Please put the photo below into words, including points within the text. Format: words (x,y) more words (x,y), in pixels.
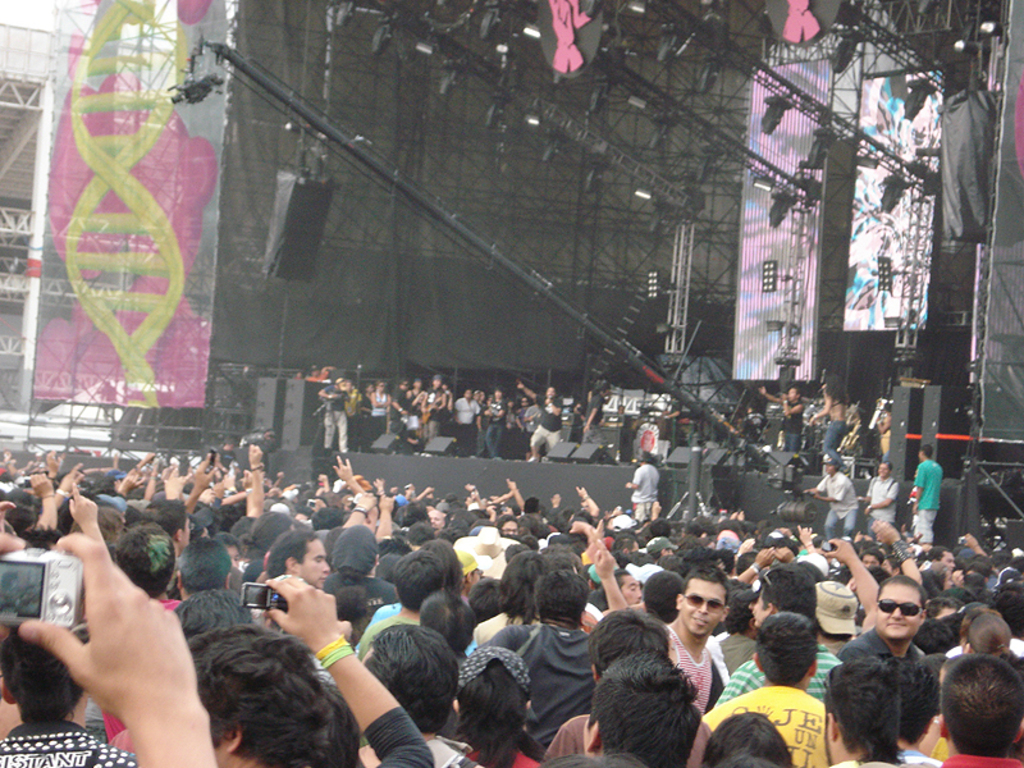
This picture shows crowd of people (56,456) and we see few of them standing on the dais (597,468) and we see buildings (9,85) and we see few of them holding cameras (14,559) in their hands (108,588) and taking pictures and we see a video camera (193,86) to the crane (619,349) and we see speakers (931,391) on the side and couple of hoardings (176,55).
